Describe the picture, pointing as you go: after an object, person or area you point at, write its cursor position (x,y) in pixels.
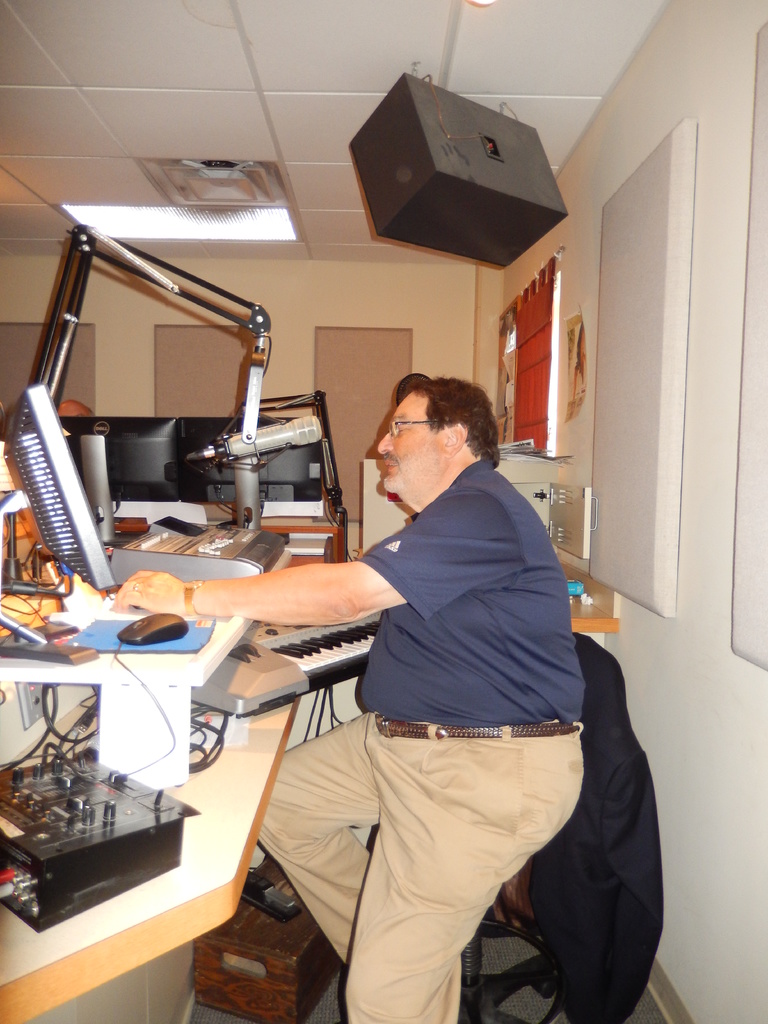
In this image I can see a person (480,607) wearing blue color t shirt (485,586) and cream colored pant (444,846) is sitting on a chair (548,857) and I can see a desk (253,782) in front of him on which I can see a piano (288,677) and few other equipments (190,563). I can see a monitor (54,494) and a mouse (179,625). I can see a microphone (229,447) in front of him. In the background (296,292) I can see the cream colored wall (303,303), few monitors (172,426), the ceiling (241,83), the light (218,215), a speaker (477,184) and the window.
